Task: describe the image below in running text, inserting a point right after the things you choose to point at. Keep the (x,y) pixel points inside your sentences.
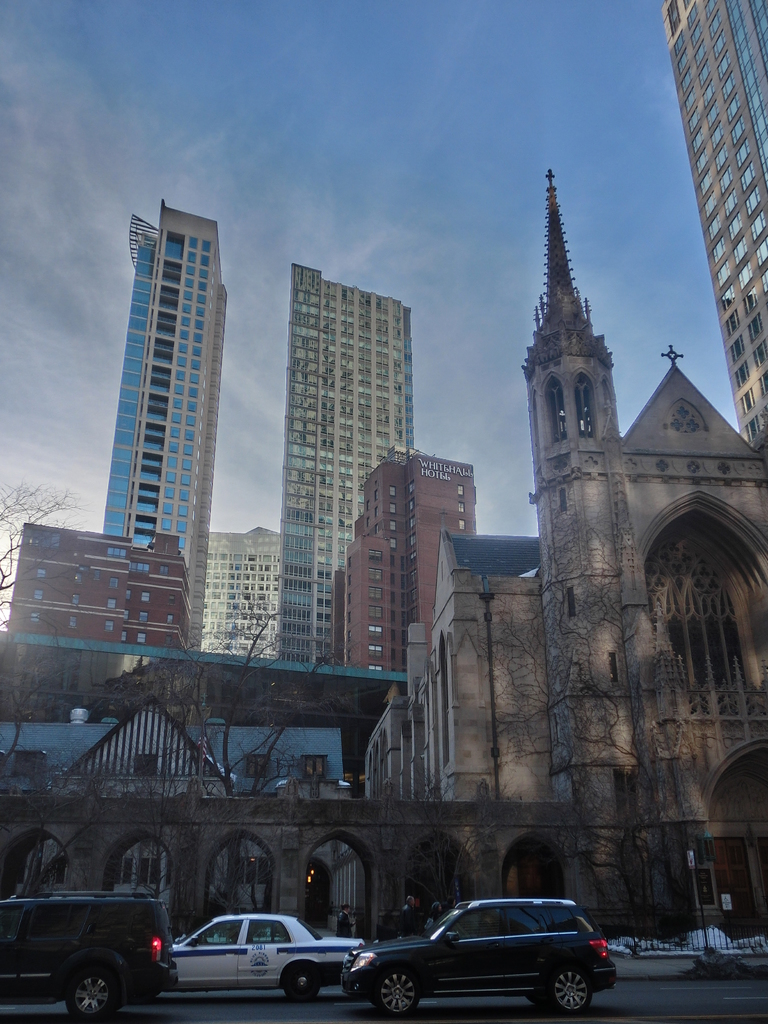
In this image there are few buildings (502,589). Before it there are few trees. Right side (745,936) there is a fence (683,938). Bottom of the image (22,948) there are few vehicles (47,917) on the road (218,1023). Top of the image (356,81) there is sky (373,88) with some clouds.
